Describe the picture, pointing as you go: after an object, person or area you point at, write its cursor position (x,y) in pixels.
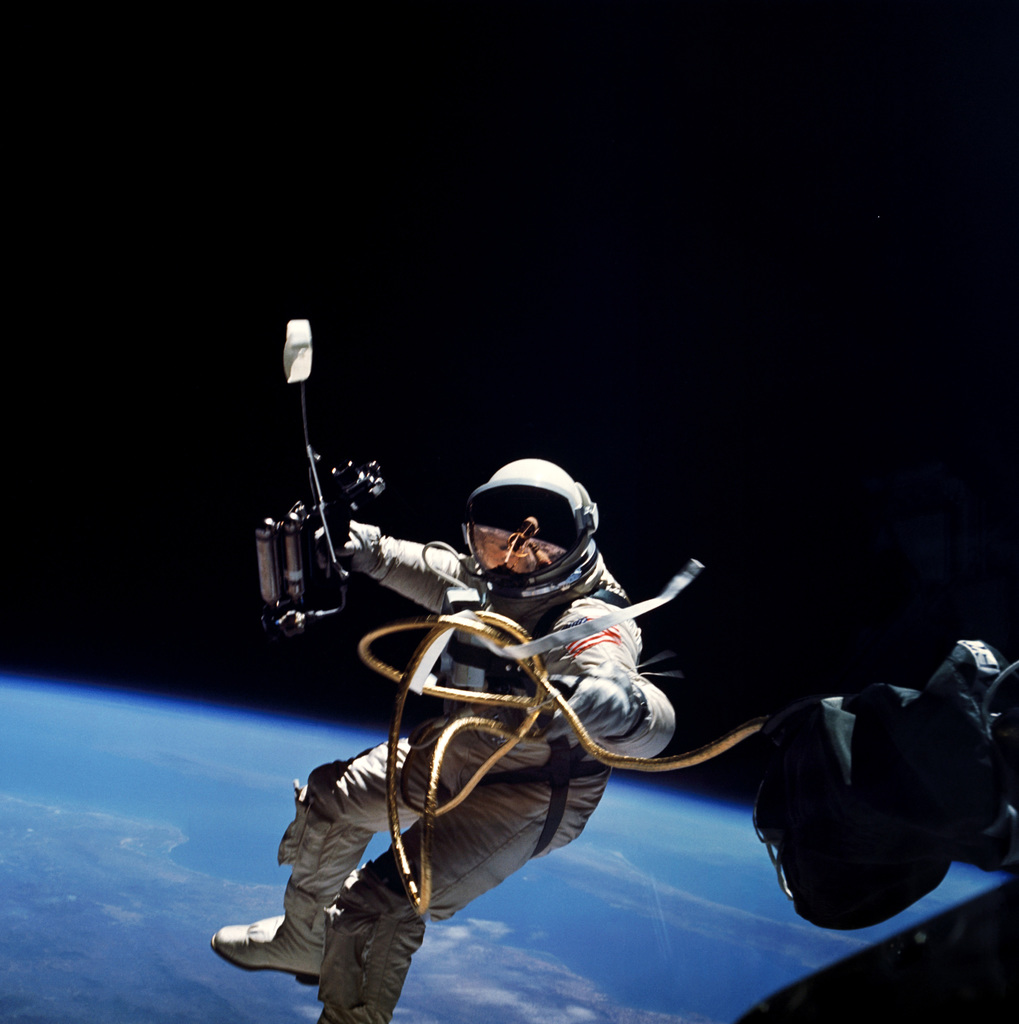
In this image I can see a person (392,966) wearing white color dress (527,625) and helmet (497,527) and holding something (258,551). Back I can see a black and blue background (106,848).
